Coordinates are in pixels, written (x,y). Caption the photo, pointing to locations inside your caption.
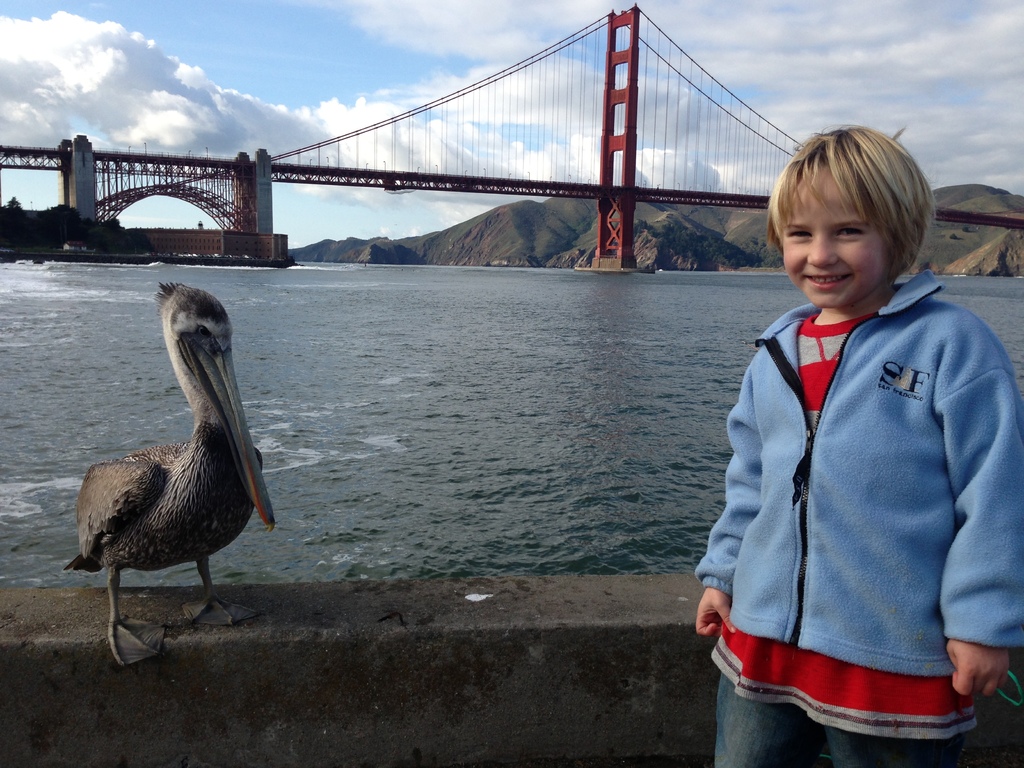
In this image we can see the bridge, water (767,281) and trees (100,225). And we can see a child (792,546) standing and there is a bird (98,539) on the wall (152,603). In the background (296,210), we can see the cloudy sky (148,209) and mountains (562,217).
